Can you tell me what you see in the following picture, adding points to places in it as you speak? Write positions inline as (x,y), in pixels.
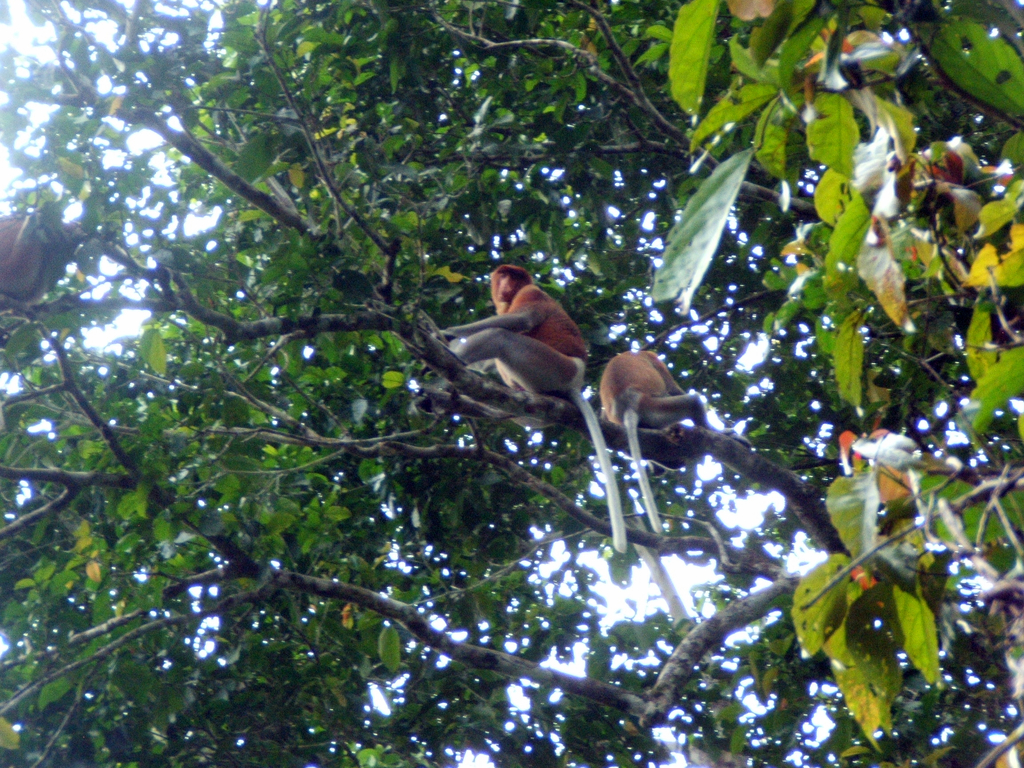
In this picture we can see trees (639,84) and on trees (280,353) monkeys (636,408) are sitting on it and we can see sky (615,618).
